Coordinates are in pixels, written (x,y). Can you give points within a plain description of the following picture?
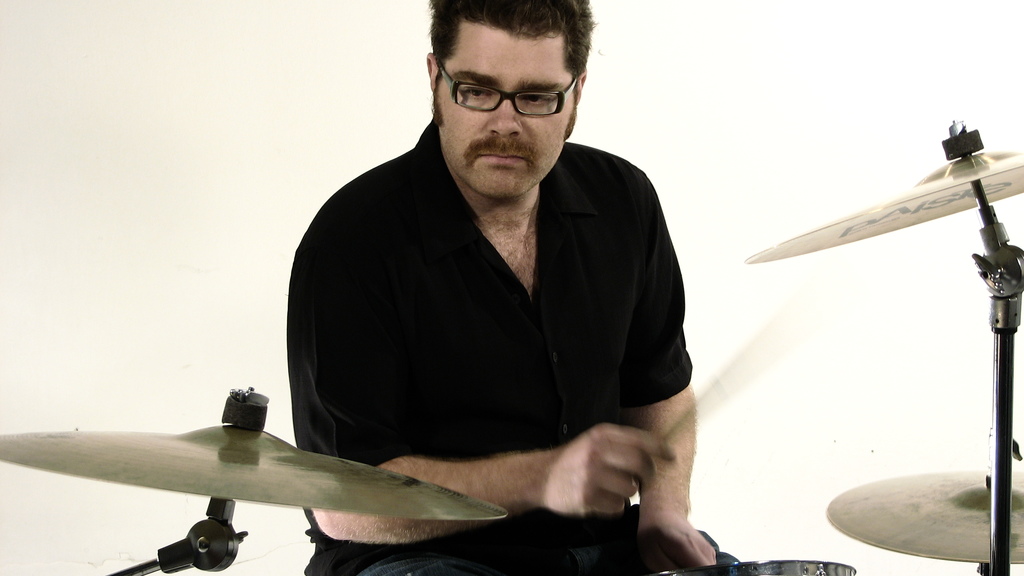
In the image we can see a man (473,354) sitting, wearing clothes (478,271), spectacle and the man (581,452) is holding drumsticks (723,394) in hand (598,460). Here we can see the musical instrument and the background (73,144) is white.
